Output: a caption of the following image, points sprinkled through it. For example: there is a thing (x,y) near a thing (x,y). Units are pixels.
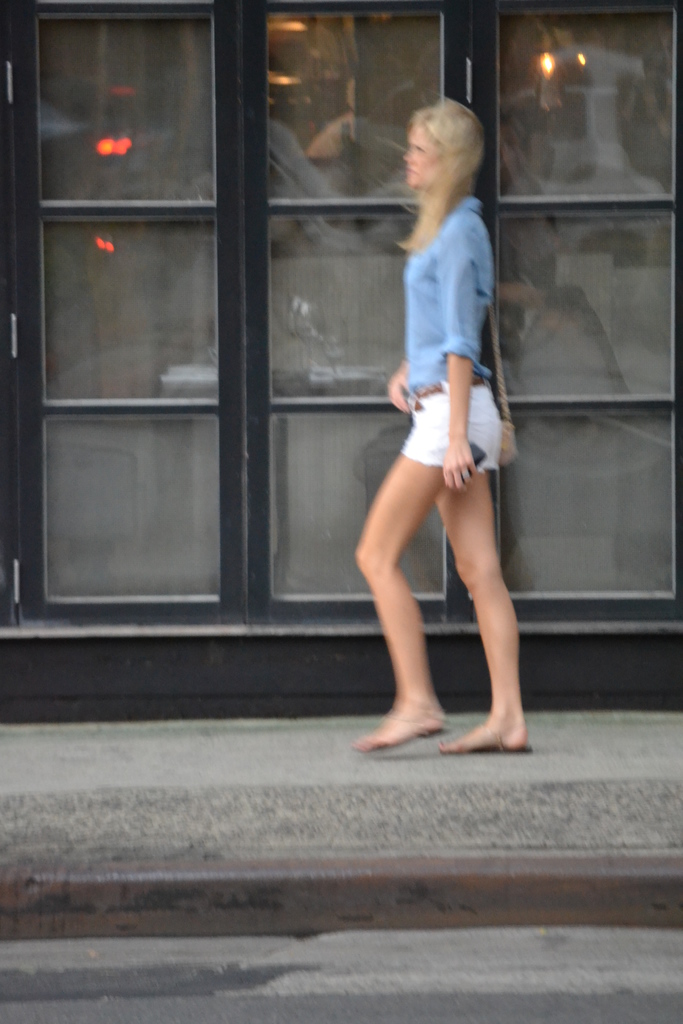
In this image we can see a woman (422,508) is walking on the pavement (31,758). She is wearing blue color shirt (433,292) with white shorts (437,420) and carrying bag (512,439). Behind her, the glass door (255,297) is there. There is a road (368,997) at the bottom of the image (581,967).
